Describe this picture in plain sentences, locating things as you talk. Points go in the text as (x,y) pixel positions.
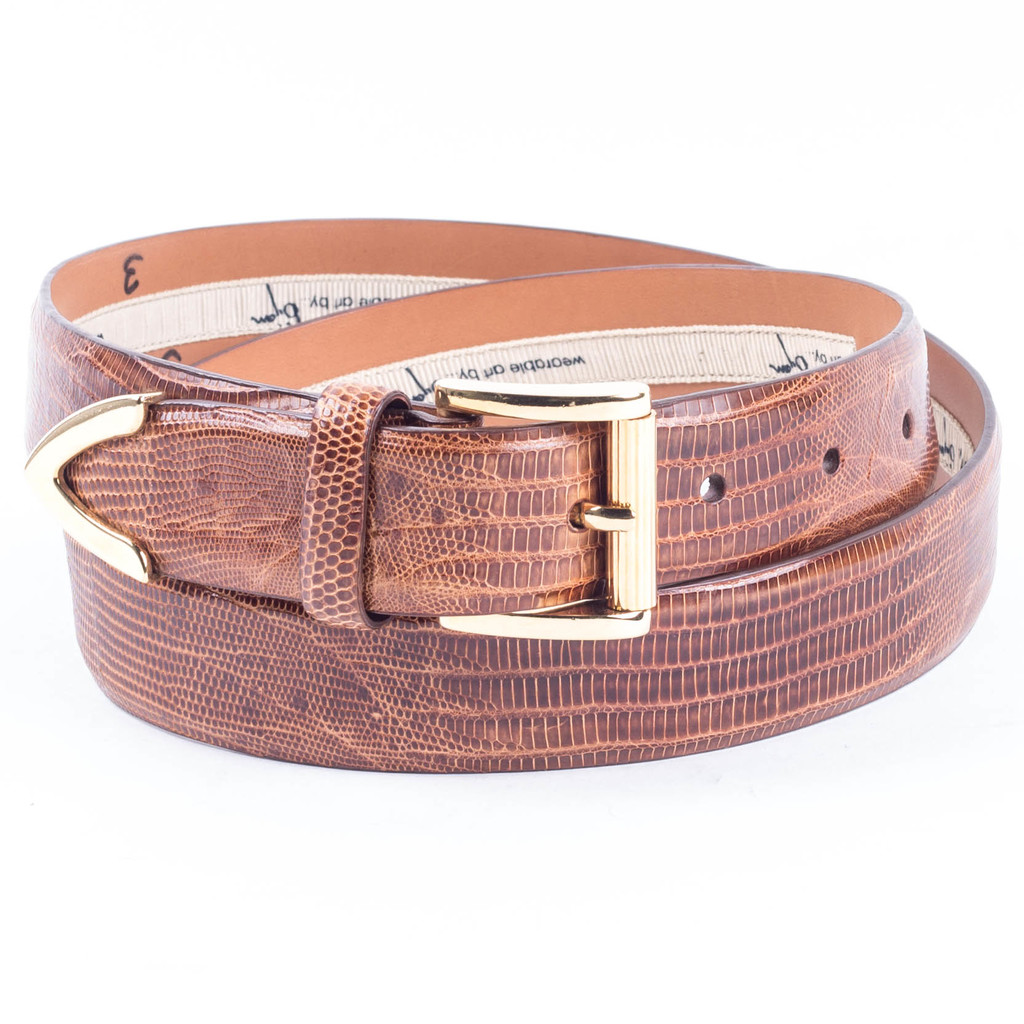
This image consists of a belt (162,351) in brown color is kept on a table (659,816). The background (1002,170) looks white in color.
